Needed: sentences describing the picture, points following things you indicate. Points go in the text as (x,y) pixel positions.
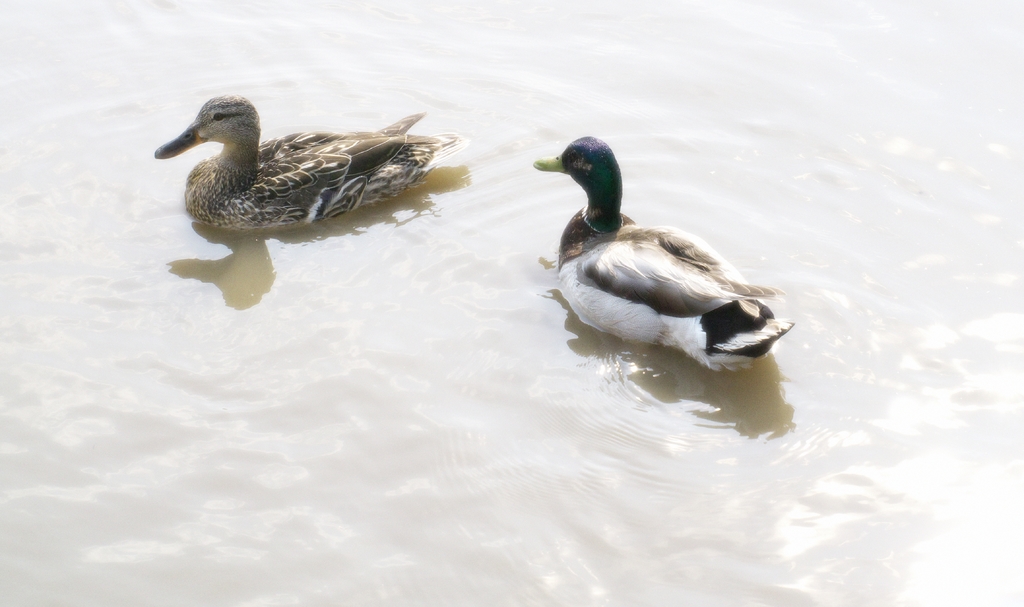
In this image we can see ducks (749,300) on the water (659,368).
